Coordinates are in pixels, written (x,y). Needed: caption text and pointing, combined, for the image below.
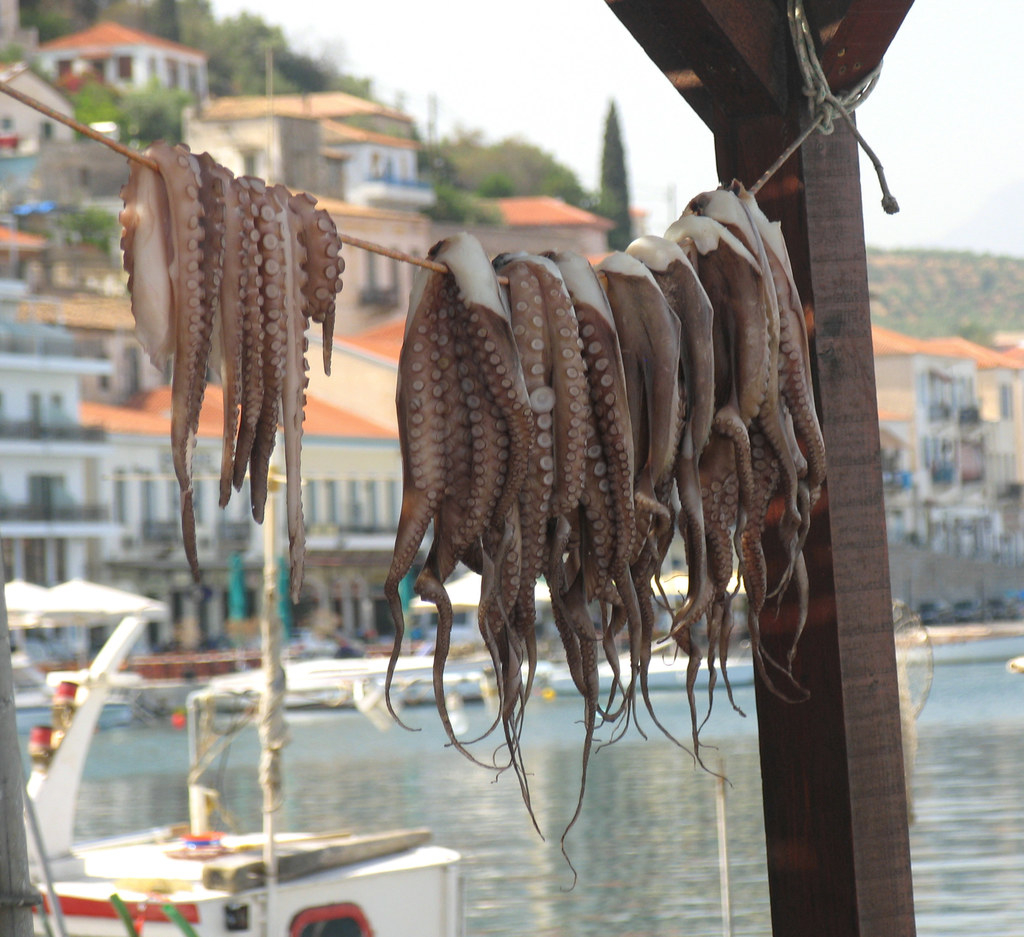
In this image it seems like there are few octopus (533,386) which are hanged on the rope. In the background (277,145) there are buildings (249,122) one beside the other. At the bottom (505,813) there is water (509,783). In between the buildings (349,299) there are trees (277,58). In the water (490,790) there are boats (319,682).
